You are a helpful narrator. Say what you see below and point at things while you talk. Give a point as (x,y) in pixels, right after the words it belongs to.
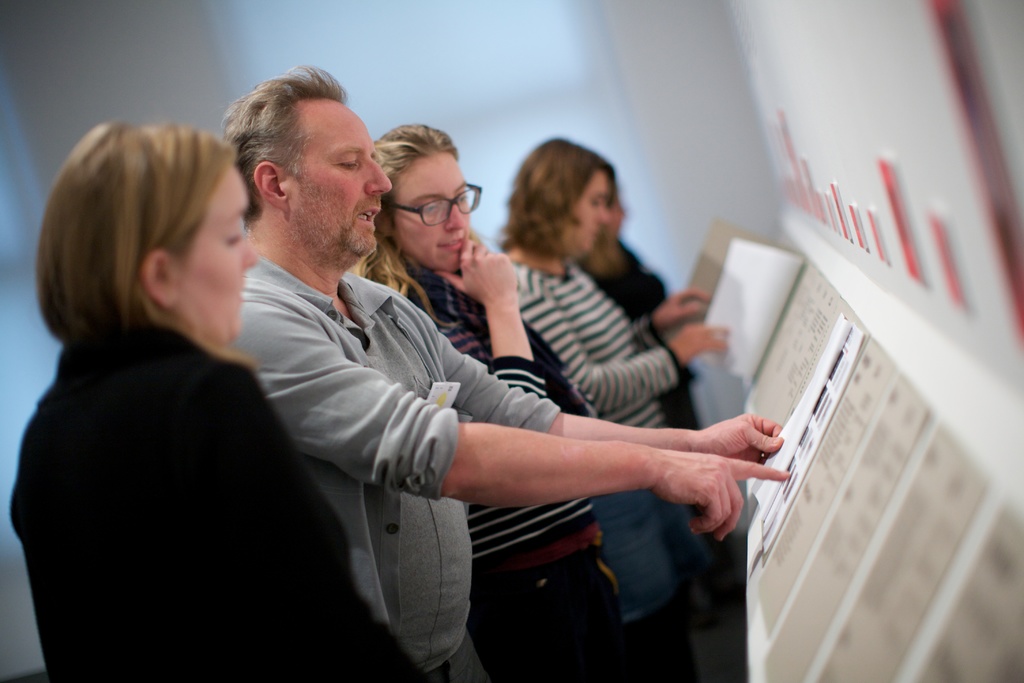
In this image I can see one man (295,103) and few women (265,454) are standing. I can also see one of them is wearing specs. Here I can see number of papers (725,322) and on these papers (987,648) I can see something is written. I can also see this image is little bit blurry.
